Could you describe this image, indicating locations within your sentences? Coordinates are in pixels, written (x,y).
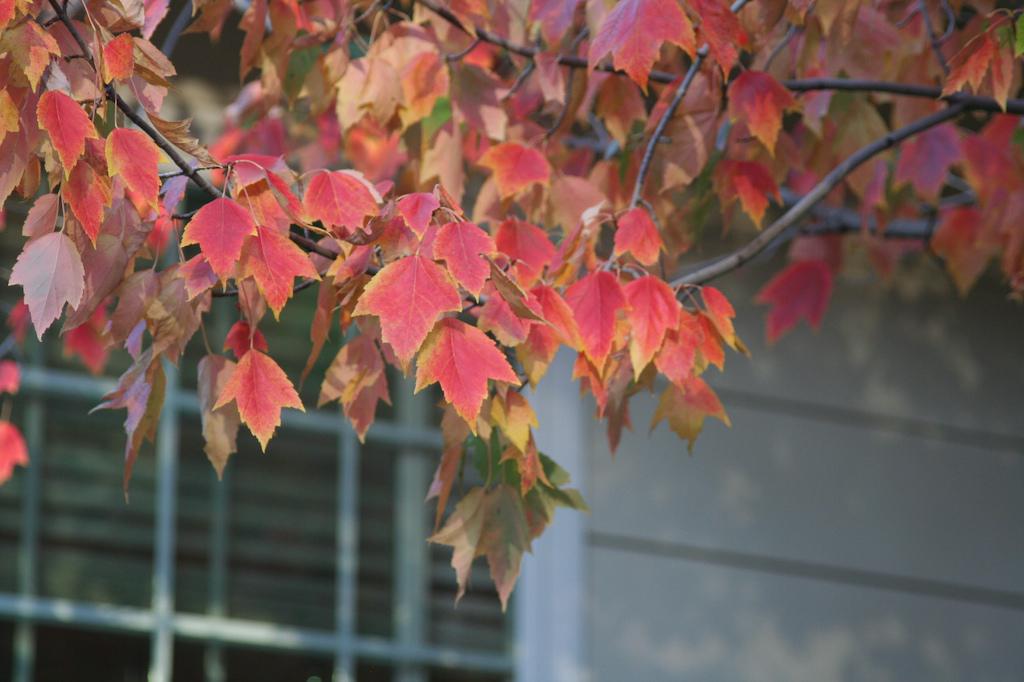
This image is taken outdoors. In the background (633,538) there is a building (597,603) with a wall (779,456). At the top of the image (187,149) there is a tree (496,305) with leaves (323,286), stems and branches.
